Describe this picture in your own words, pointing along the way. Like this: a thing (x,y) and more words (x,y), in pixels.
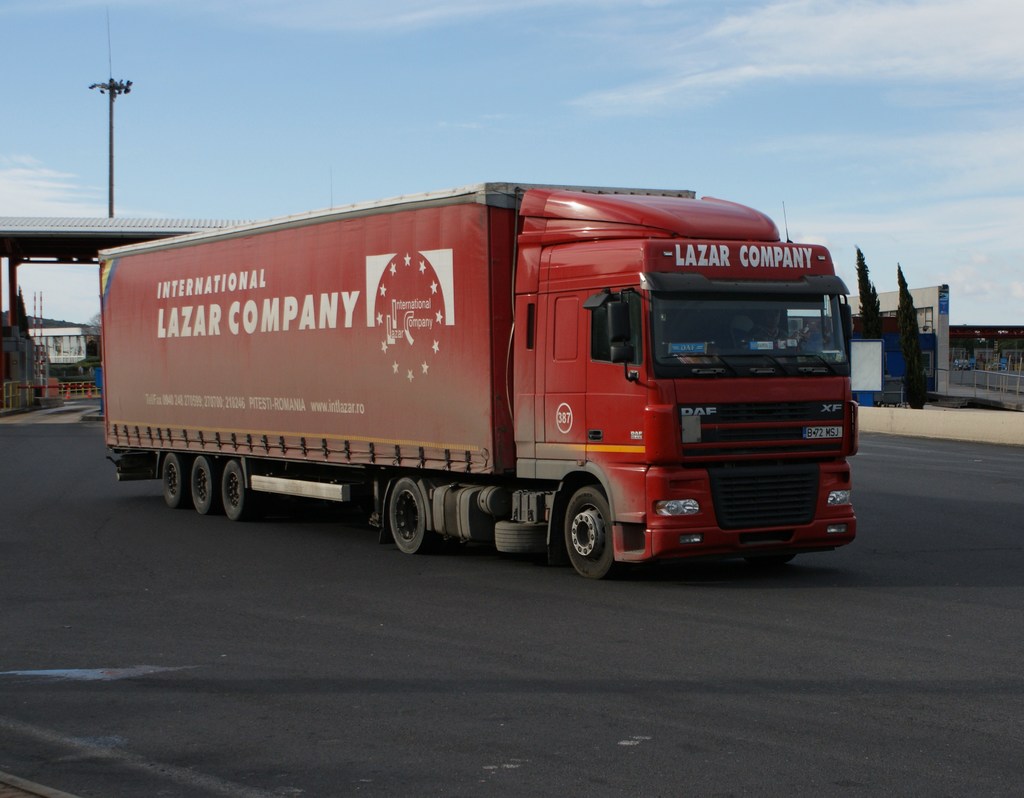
In this image I can see few vehicles (385,360). In front (404,360) the vehicle (424,358) is in red color. In the background (922,256) I can see few trees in green color, the light pole (115,89) and the sky (547,99) is in blue and white color.
